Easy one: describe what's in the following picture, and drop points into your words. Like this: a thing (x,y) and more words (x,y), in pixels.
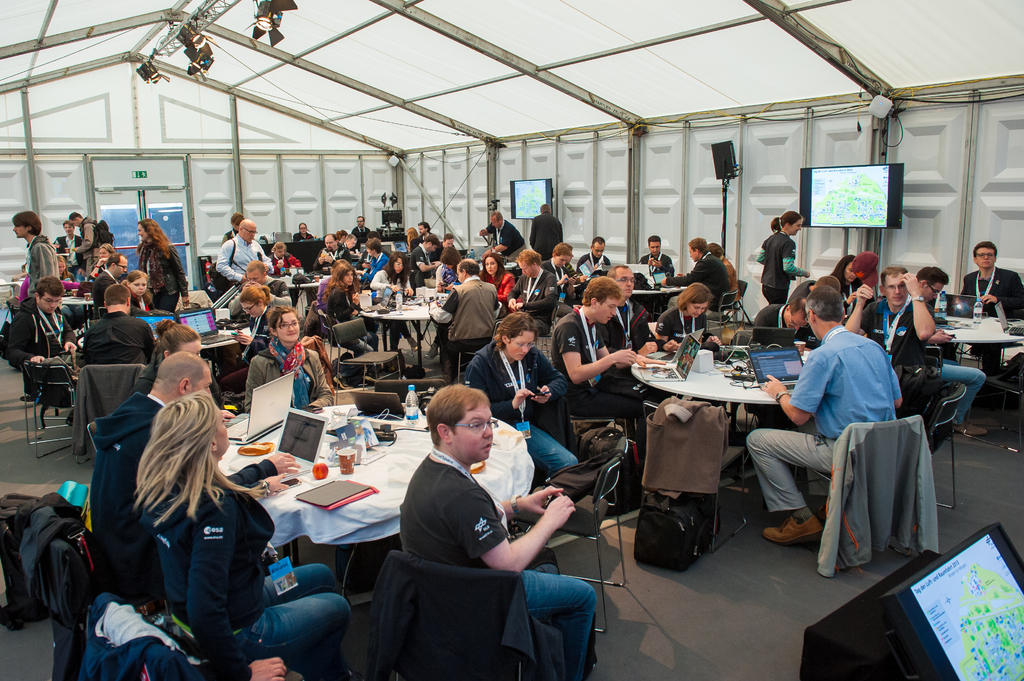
In this image, we can see people (850,393) sitting on chairs (402,562) in front of tables (422,305). There are some tables (392,448) contains laptops (318,425). There are screens (536,191) on the wall (483,217). There is an another screen (999,603) in the bottom right of the image (991,631). There are lights (194,39) hanging from the roof (290,52).
